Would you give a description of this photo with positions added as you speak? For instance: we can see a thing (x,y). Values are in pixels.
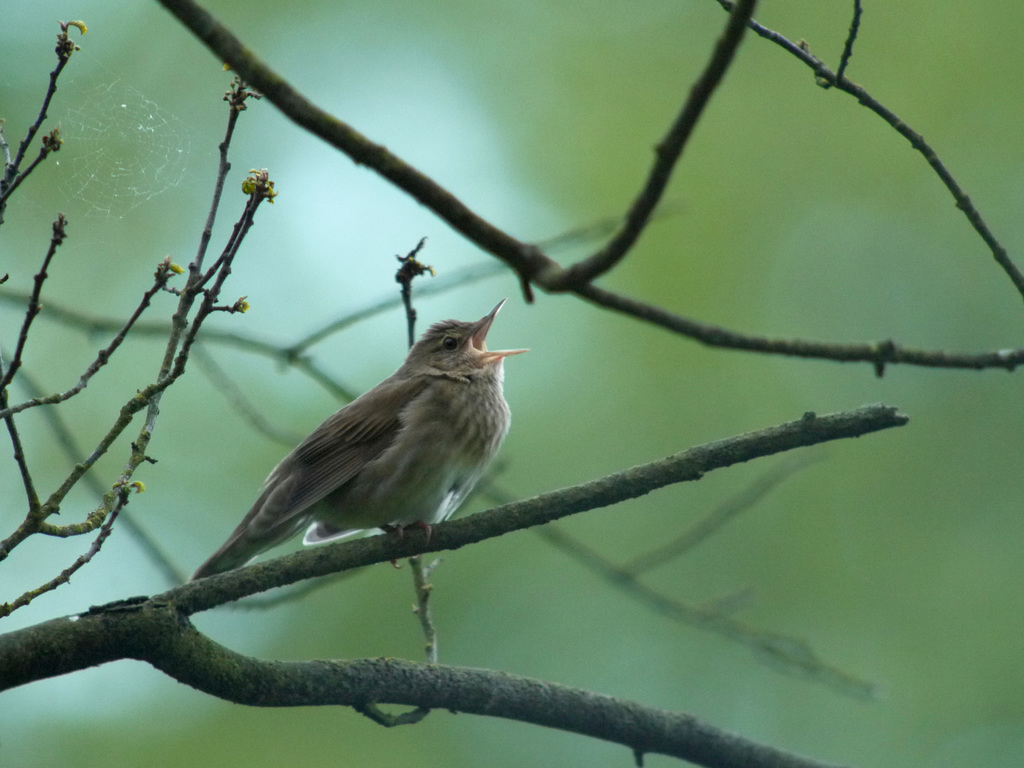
In the center of the image (489,377), we can see a bird (483,454) on the stem stick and there is a web (126,165).
